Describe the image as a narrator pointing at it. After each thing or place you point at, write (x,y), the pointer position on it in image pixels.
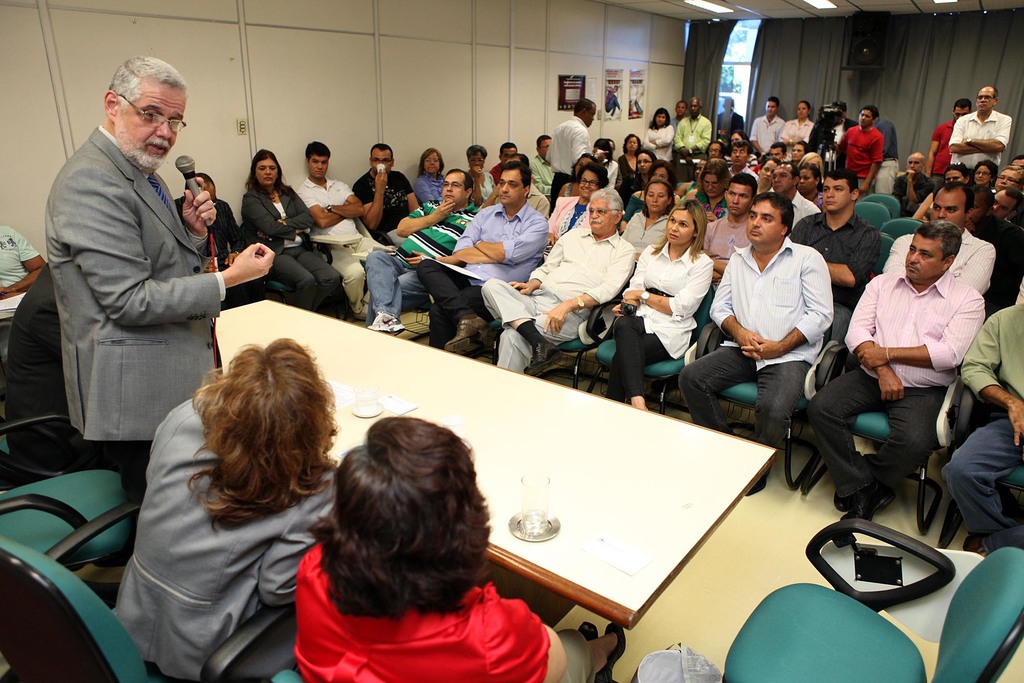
In this picture there are people (606,242) those who are sitting on the chairs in the center of the image (530,240) and there are other people (305,468) at the bottom side of the image (391,510) and there is a man (96,303) who is standing on the left side of the image (154,194).
